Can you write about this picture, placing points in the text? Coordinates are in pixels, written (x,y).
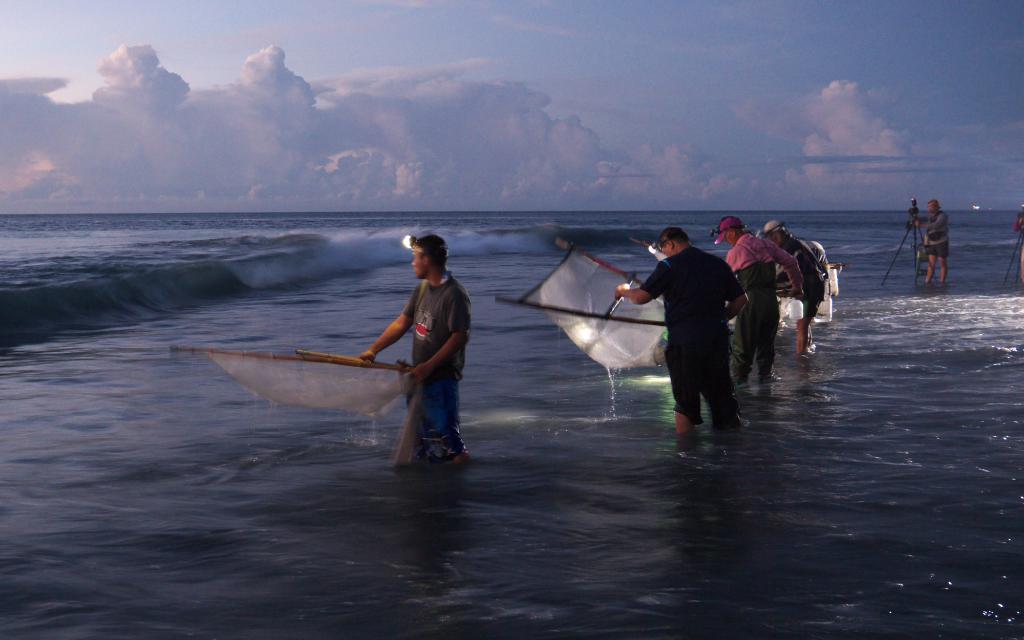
In this picture there are people (685,386) standing, among the few persons (731,305) holding fishing nets (342,378) and we can see camera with tripod (914,224) and water (772,389). In the background of the image (706,55) we can see the sky (587,191) with clouds (562,158).
